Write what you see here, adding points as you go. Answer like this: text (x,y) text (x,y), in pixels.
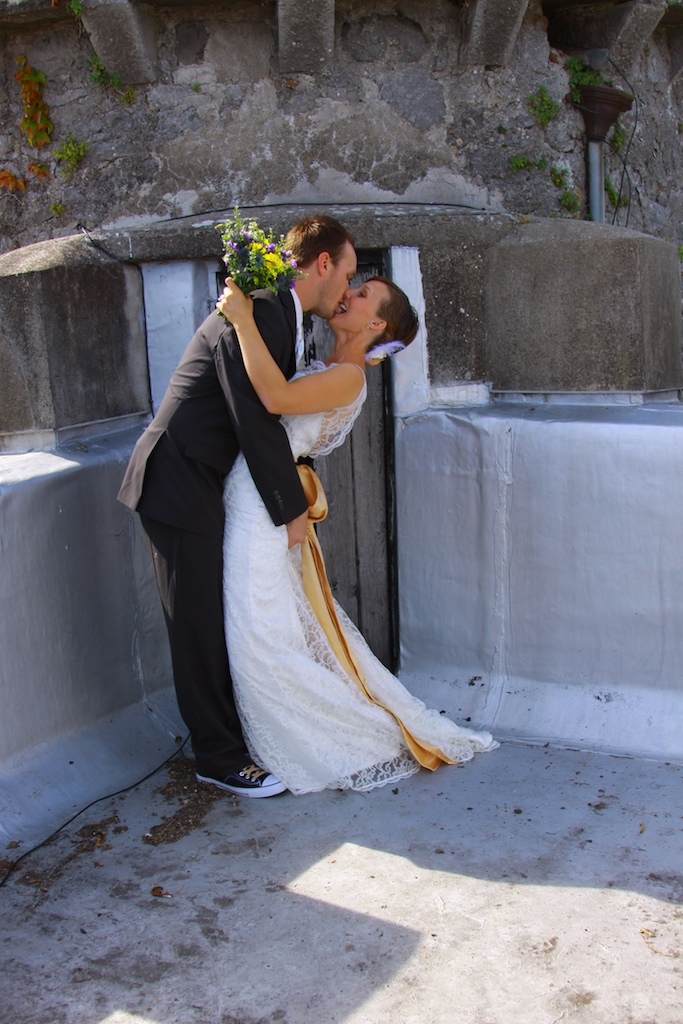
In the image we can see there are two people (249,450) hugging each other. A woman (249,309) is holding a flower bouquet (275,284) and the man (221,442) is holding a woman (321,508) in his arms (296,500).
